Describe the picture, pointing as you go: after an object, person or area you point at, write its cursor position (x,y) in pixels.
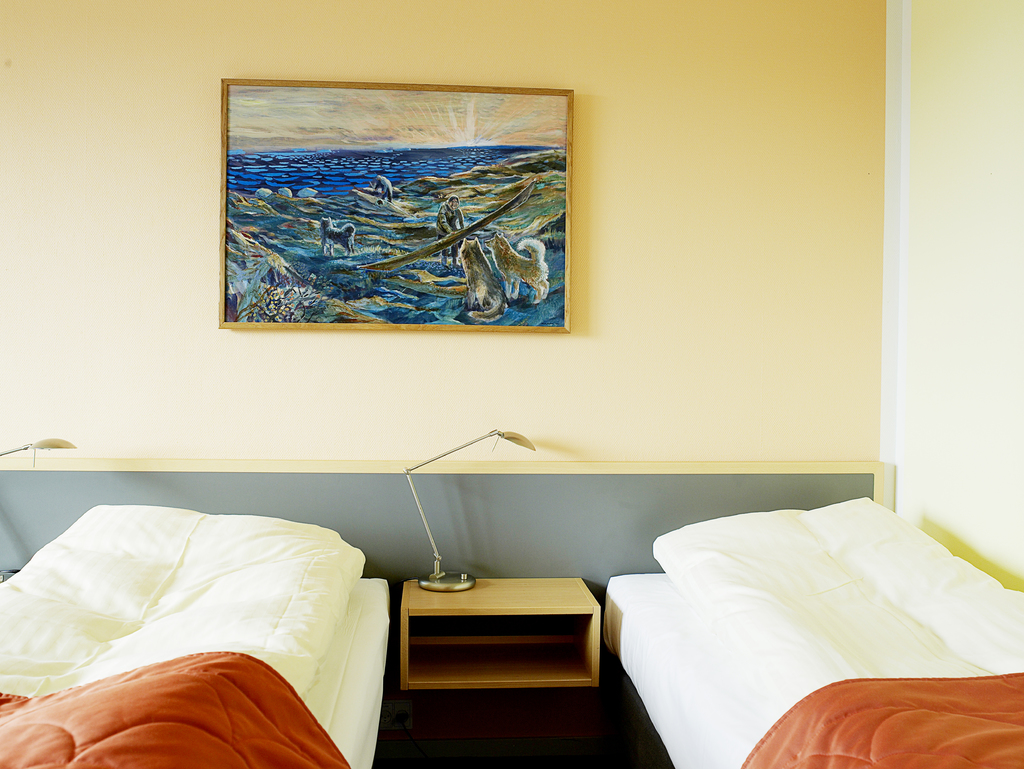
There are two beds (154,576) in the image and at the middle of the image (367,324) there is a painting (375,210) which is attached to the wall (302,343).
